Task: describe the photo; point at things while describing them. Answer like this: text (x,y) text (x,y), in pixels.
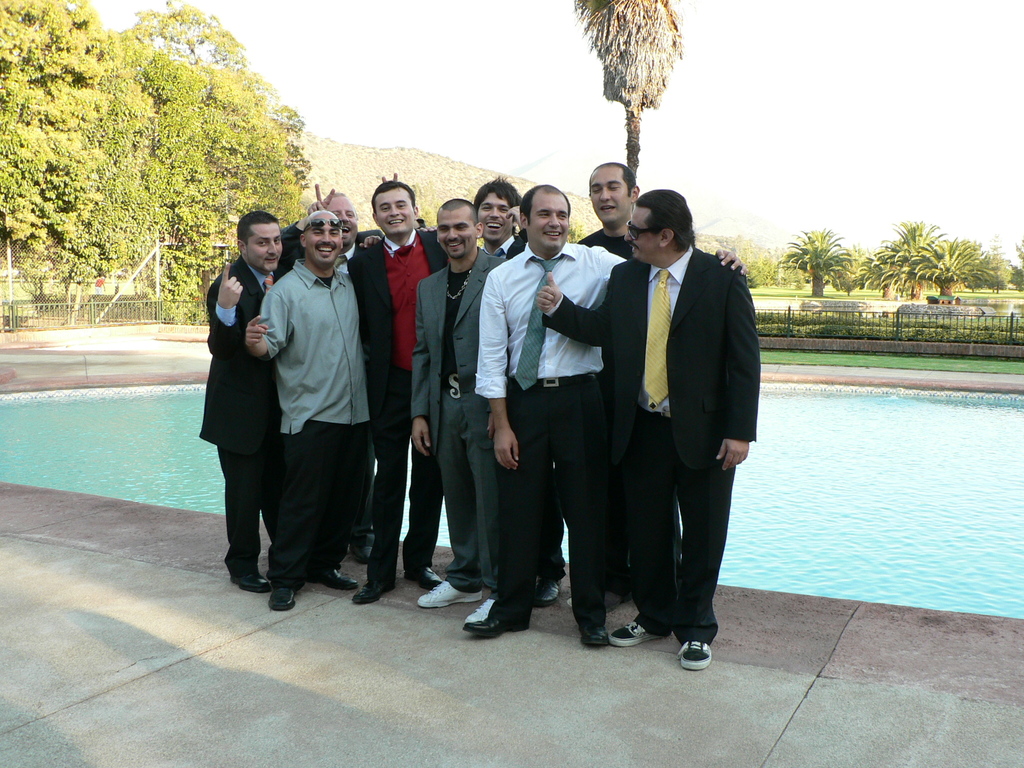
In the image there are few men (411,390) in suits (443,440) standing in front of pool (909,598), they all smiling, in the back (892,272) there are many trees (848,272) all over place on grassland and above its sky (553,151).
